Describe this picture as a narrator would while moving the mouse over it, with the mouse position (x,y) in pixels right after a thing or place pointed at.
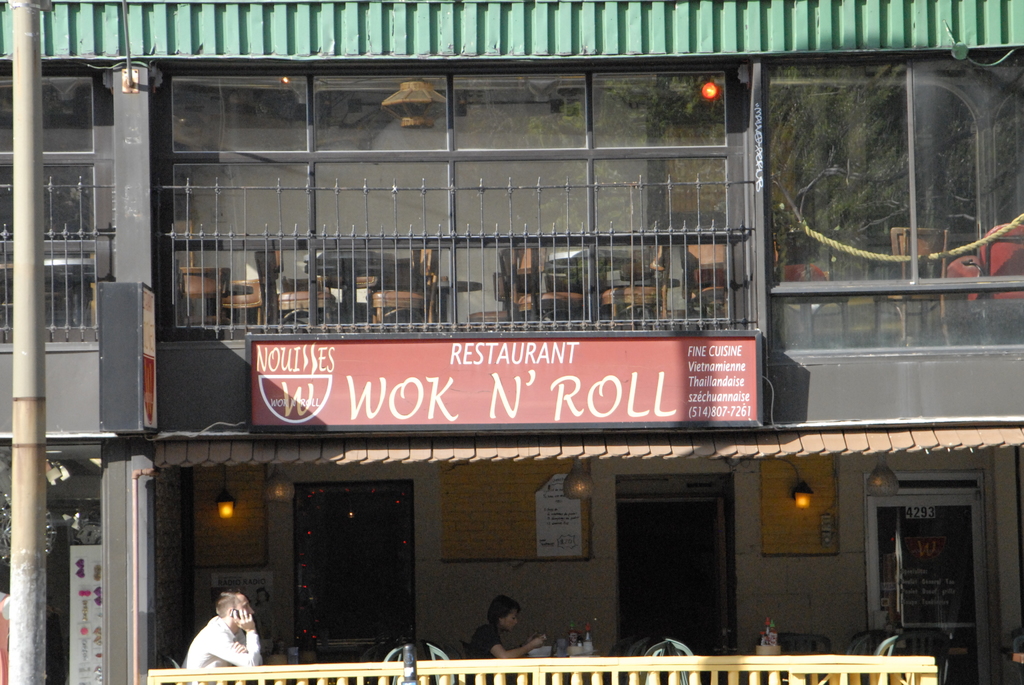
This picture might be taken from outside of the building (778,505) and it is sunny. In this image, on the left side (27,218), we can also see a pillar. In the middle of the image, we can see two people (253,659) sitting on the chair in front of the table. On that table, we can see some bottles (571,655). In the background (513,425), we can see some hoardings (616,375), buildings (244,349), glass window (600,201) and a glass door (930,572).
